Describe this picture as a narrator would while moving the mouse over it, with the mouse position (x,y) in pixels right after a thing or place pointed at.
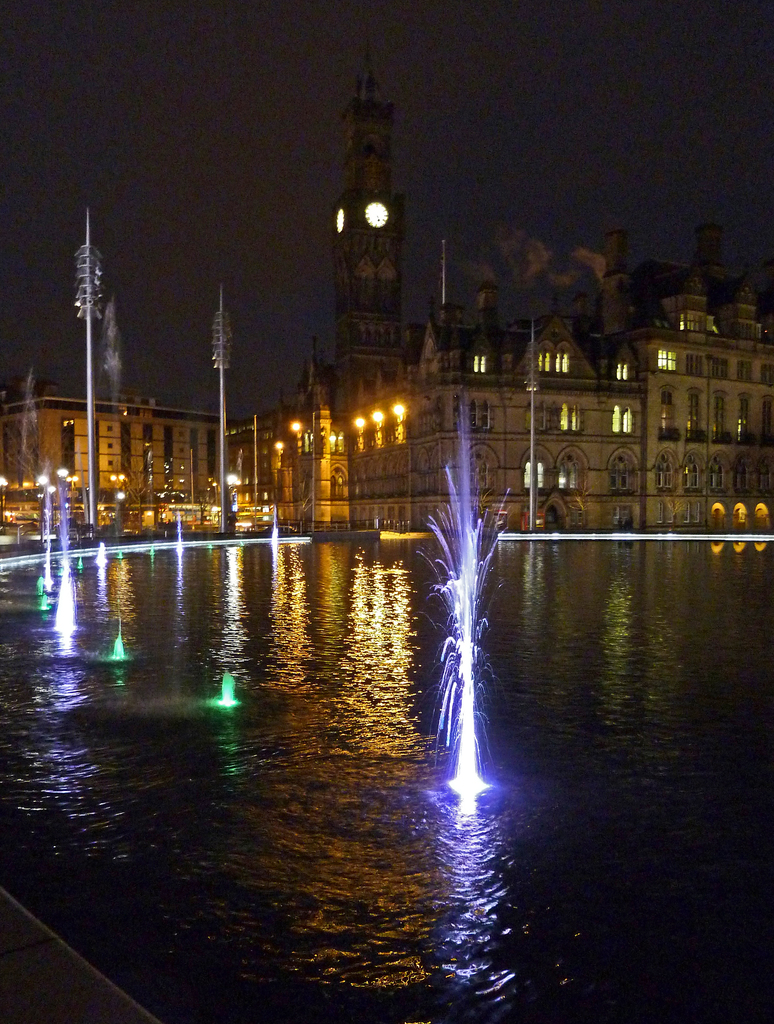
In this image, we can see buildings (384,378), poles (88,408), lights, a clock tower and there are fountains (23,439). At the top (163,103), there is sky (64,299) and at the bottom (362,800), there is water (614,882).
